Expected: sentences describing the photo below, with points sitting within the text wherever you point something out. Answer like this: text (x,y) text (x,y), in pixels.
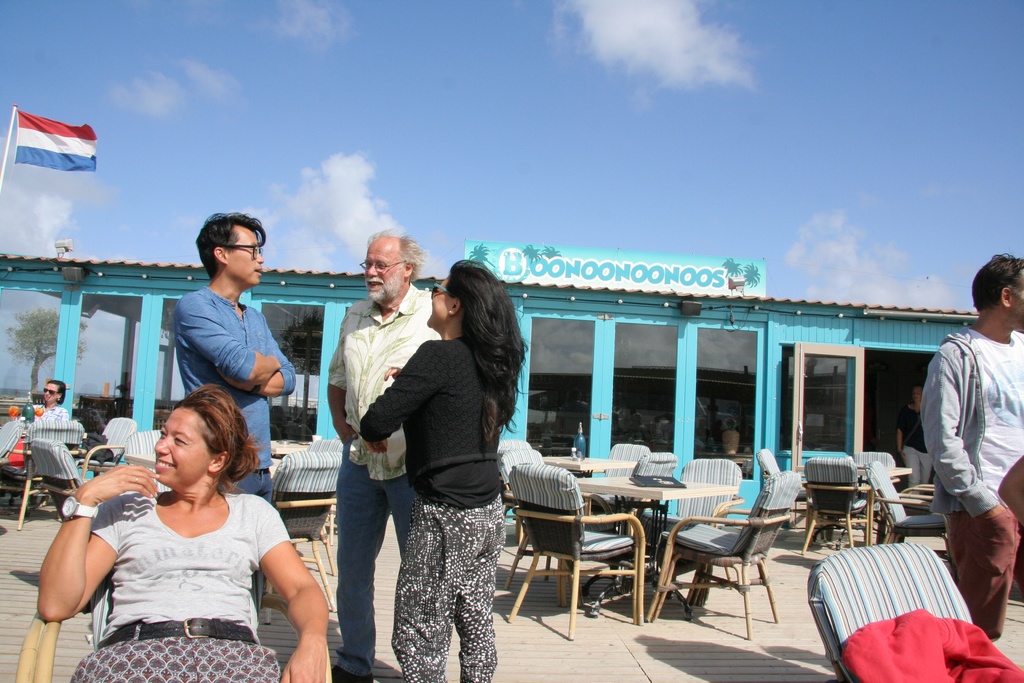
Here we can see clouds (650,50). In-front of this store (755,396) there are chairs (842,470), tables (663,492) and people (273,576). On this glass (91,339) there is a reflection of tree (23,325). Left side of the image (70,143) there is a flag (53,153).
